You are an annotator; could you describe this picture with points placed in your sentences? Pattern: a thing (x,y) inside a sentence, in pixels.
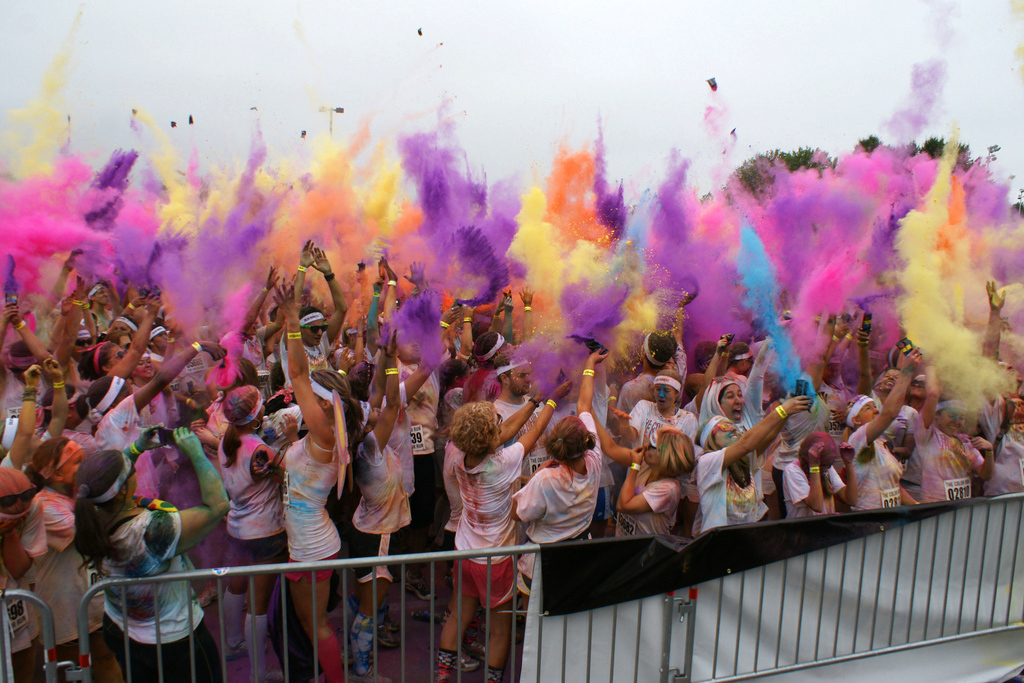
In this picture we can see group of people (328,418), few people (195,443) holding mobiles (167,431), in the foreground (761,604) we can find metal rods (672,632), also we can see colors and trees (746,182).
